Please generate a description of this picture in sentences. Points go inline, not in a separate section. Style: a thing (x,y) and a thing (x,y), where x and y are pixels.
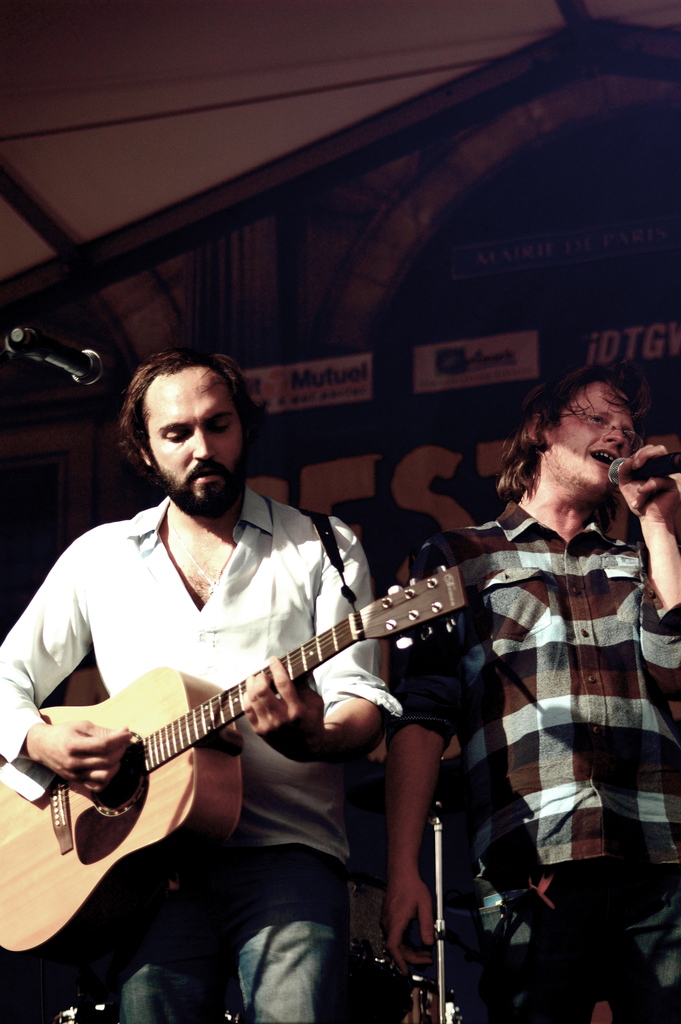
In this image on the left (190,645) there is a man (182,649) he wears shirt (162,626) and trouser (248,863) he is playing guitar (211,725). On the right (504,683) there is a man (551,714) he wears check shirt (521,718) and trouser (499,930) he is singing. In the background (407,362) there is a poster (440,381).
